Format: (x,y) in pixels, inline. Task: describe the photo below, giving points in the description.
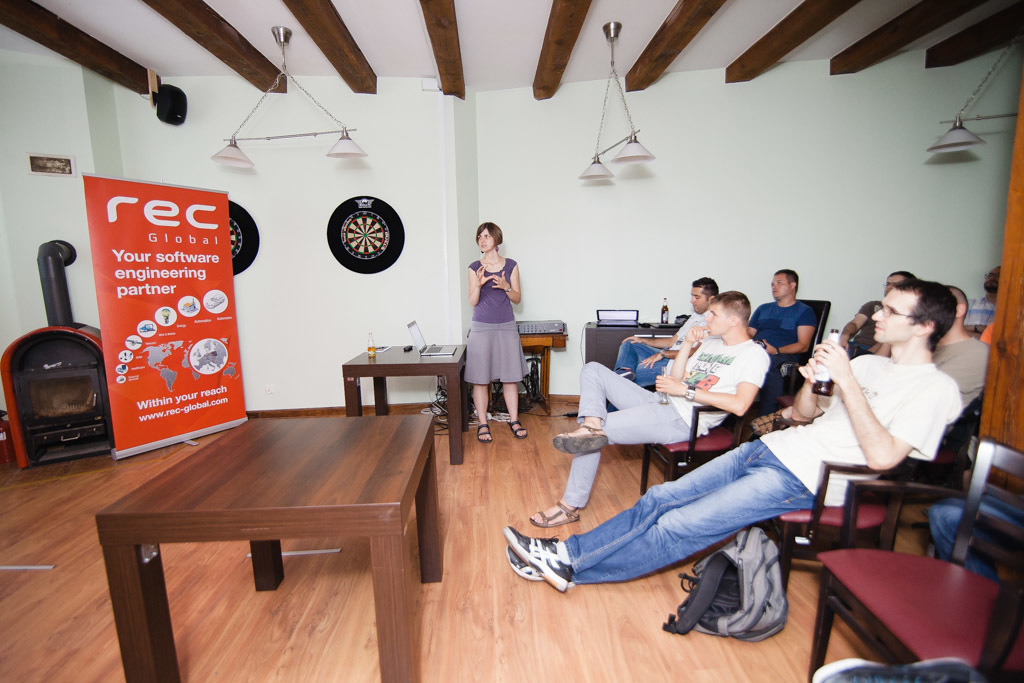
In this picture there are some people (932,413) sitting here and there is a woman (492,281) standing over here she has a laptop (414,332) in front of her is also bottle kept on the table (459,440) these people (779,393) also have a beer bottle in their hands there is a bag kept on the floor (670,655) is also a table (266,444) over here and in the background (302,210) there is a banner (145,301), a oven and wall (672,144).
